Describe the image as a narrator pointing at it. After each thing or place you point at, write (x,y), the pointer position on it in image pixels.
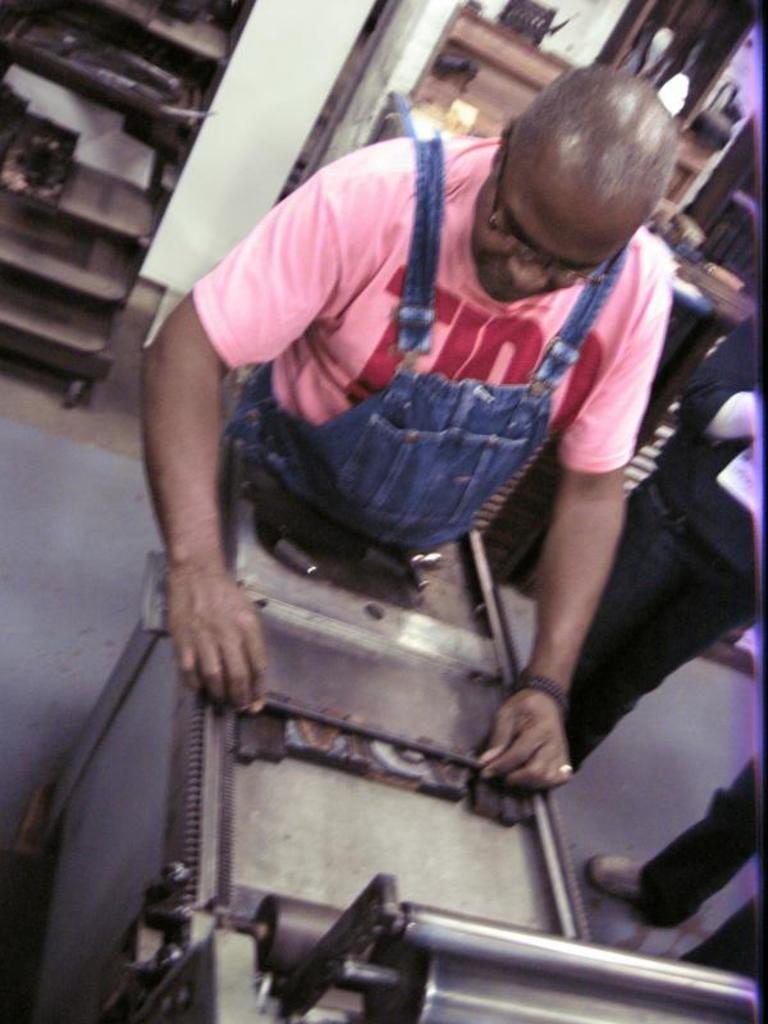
In this person (315,273) standing and holding the rod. At the back (662,661) there are group of people (597,624). At the back (15,112) there are machines (29,118).
